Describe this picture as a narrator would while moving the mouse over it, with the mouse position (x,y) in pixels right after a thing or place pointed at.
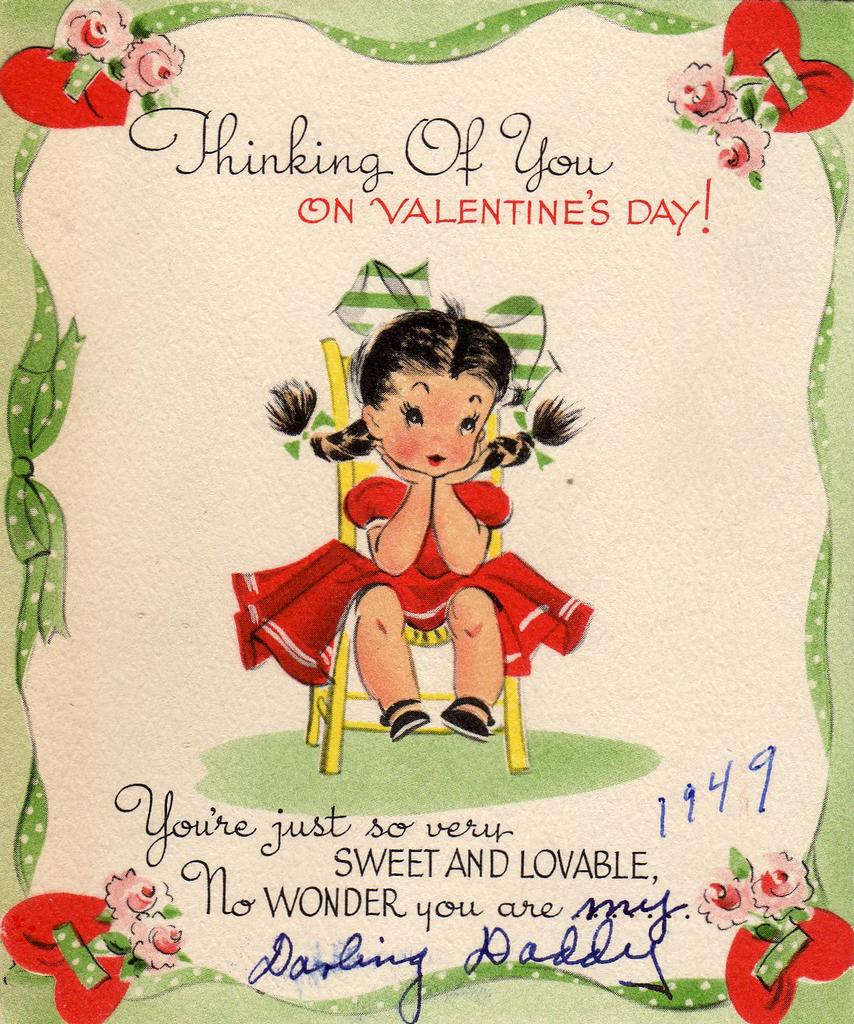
In this image we can see a poster (395,462) with some text (369,854) and depiction of a girl (306,580).
